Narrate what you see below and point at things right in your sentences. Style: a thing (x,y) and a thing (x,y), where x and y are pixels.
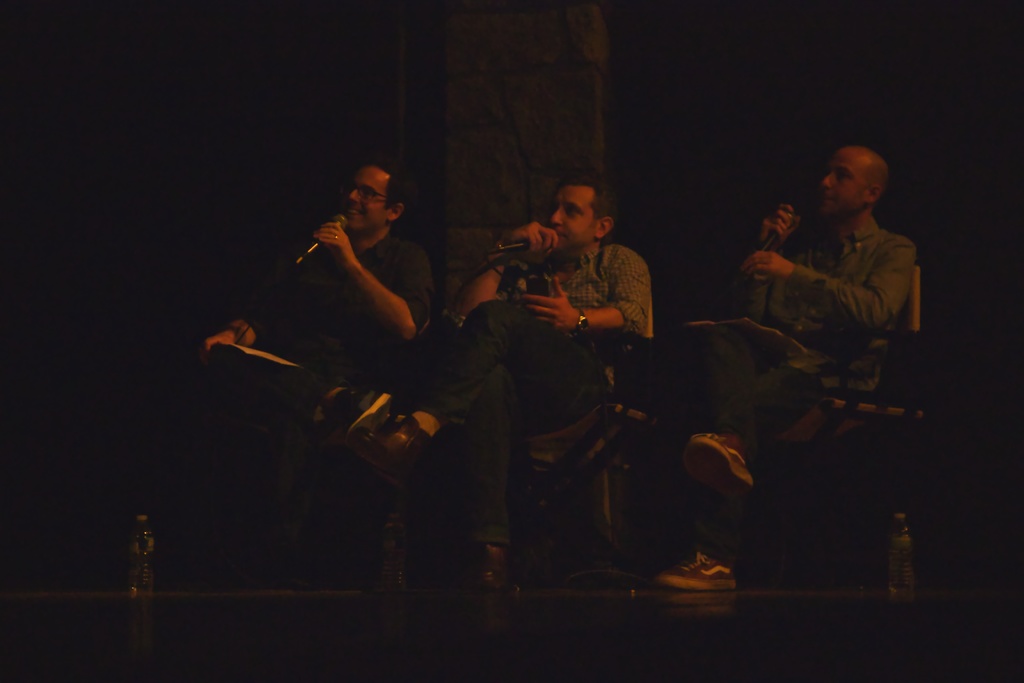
In the center of the image (518,269) there are three people (506,320) sitting on chairs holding a mic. In the background of the image (458,161) there is pillar (552,112). At the bottom of the image (507,619) there is floor (525,652).
